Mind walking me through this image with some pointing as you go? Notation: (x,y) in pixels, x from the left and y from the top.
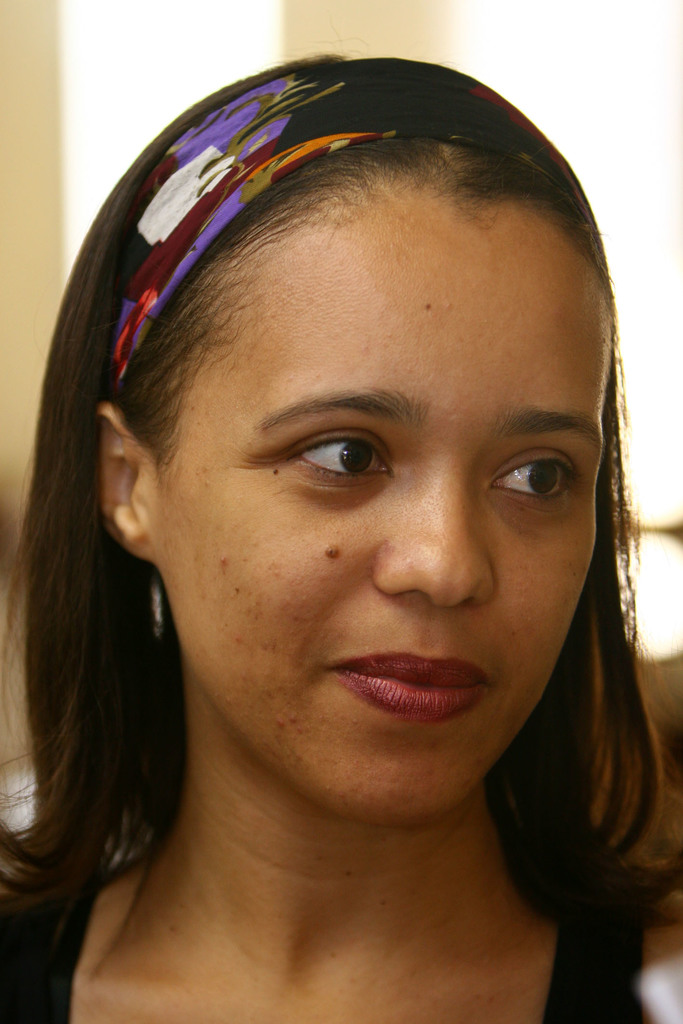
In this image there is a person (365,504) truncated towards the bottom of the image (315,813), there are lights (219,52) truncated towards the top of the image (150,83), at the background of the image (34,118) there is the wall (48,187).
